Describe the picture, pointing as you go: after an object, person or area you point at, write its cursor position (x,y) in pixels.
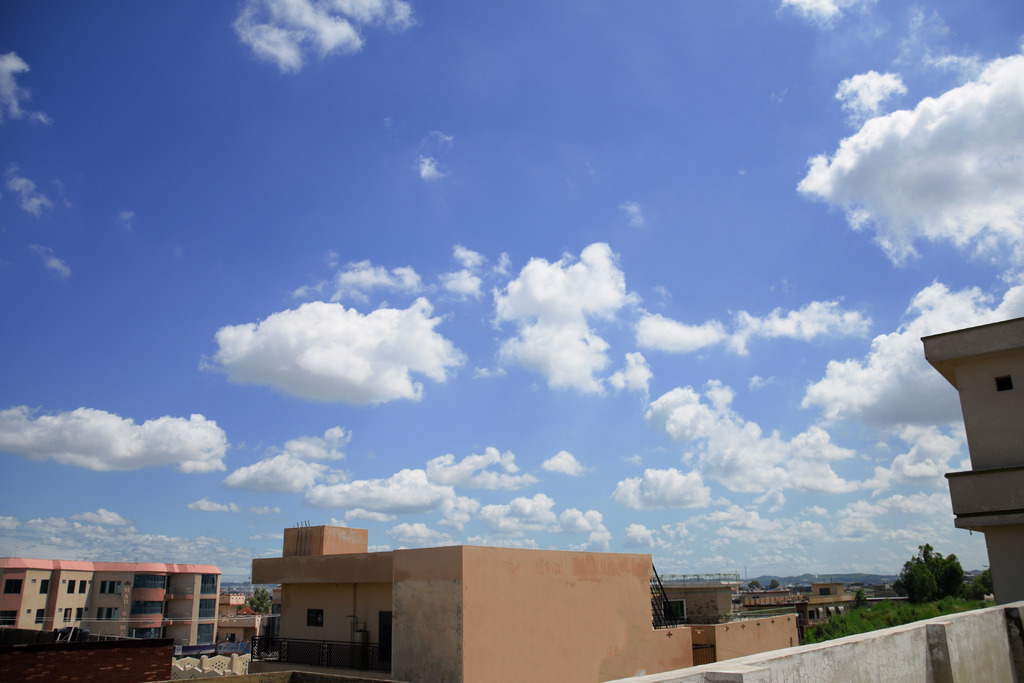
In this image there are buildings (714,643) and trees (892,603). Right side (849,581) there are hills (787,583). Top of the image (843,217) there is sky (556,337), having clouds (676,395).
